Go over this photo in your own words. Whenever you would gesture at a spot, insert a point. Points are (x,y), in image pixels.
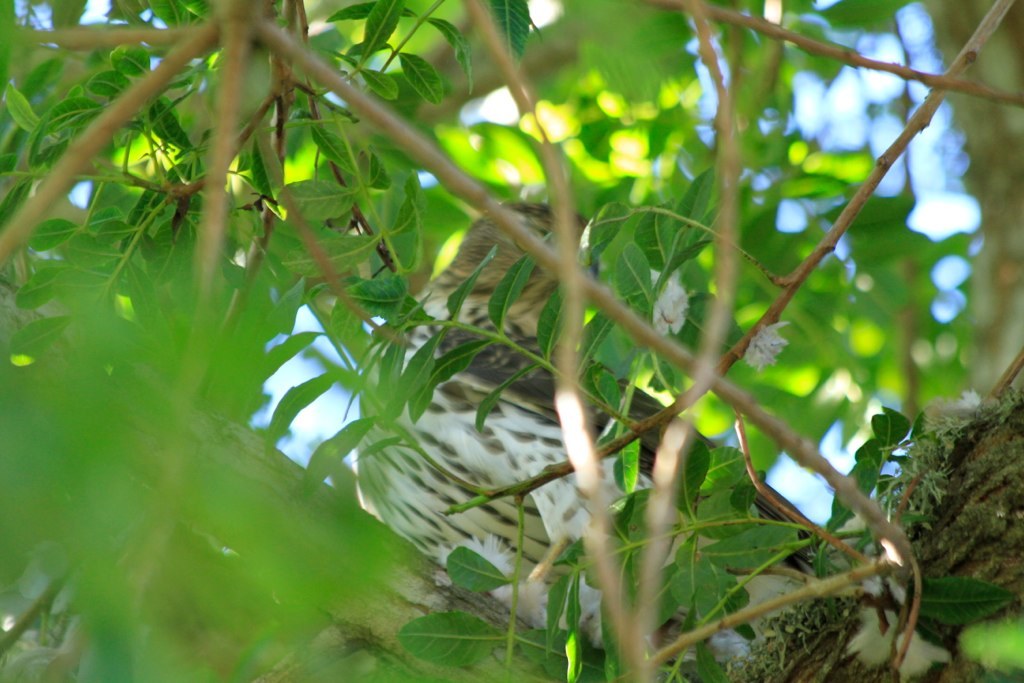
In this image I can see a bird (481,460) on a tree (480,636). In the foreground (250,392) few leaves (251,481) and stems (567,462) are visible.
